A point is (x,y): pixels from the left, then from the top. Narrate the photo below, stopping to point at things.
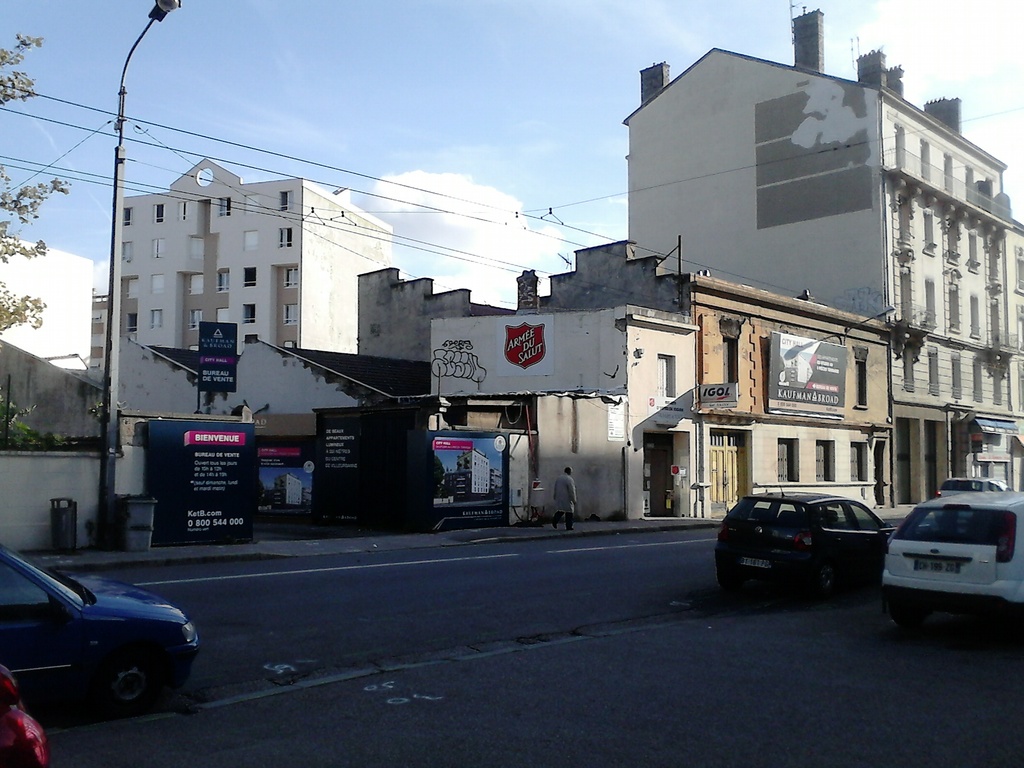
In this image we can see buildings (594,261) with windows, street light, boards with some text (280,464), tree (25,45) and we can also see some vehicles (178,626) on the road (428,673).
